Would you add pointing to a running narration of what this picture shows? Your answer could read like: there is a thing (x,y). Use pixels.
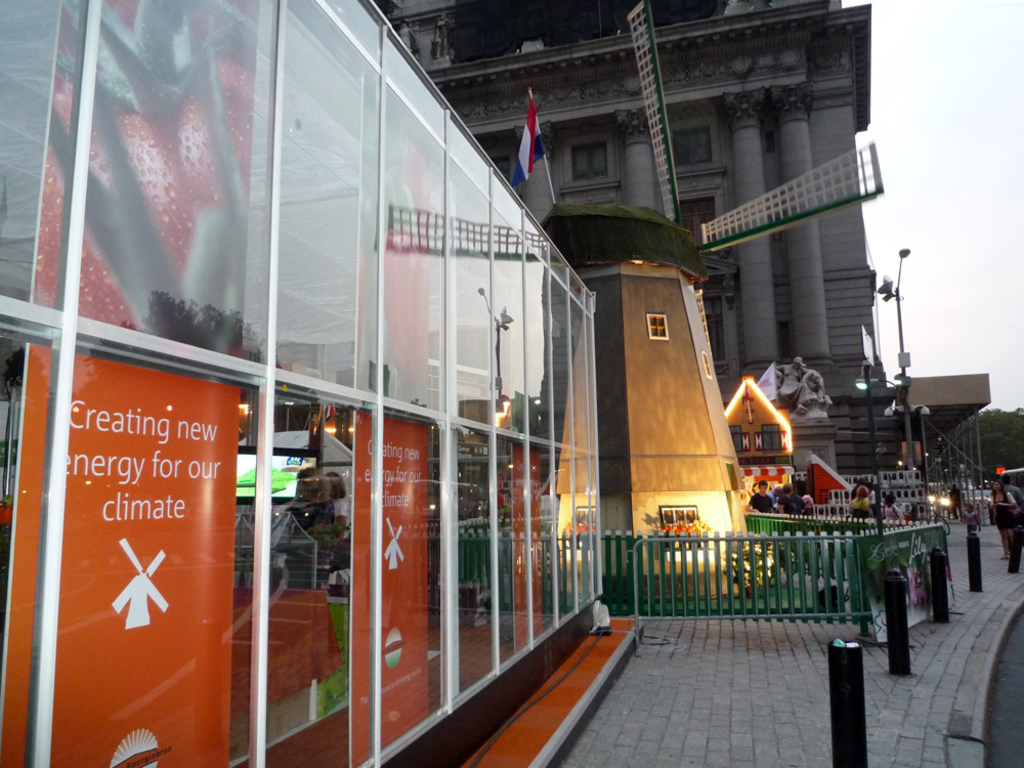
In this picture there is a big glass shop (501,437). Behind there is a small decorative windmill (659,411). In the front (797,583) there is a green color fencing railing (760,586). In the background (797,227) we can see a big grey color building (827,352) and some statue (820,444) with flag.
